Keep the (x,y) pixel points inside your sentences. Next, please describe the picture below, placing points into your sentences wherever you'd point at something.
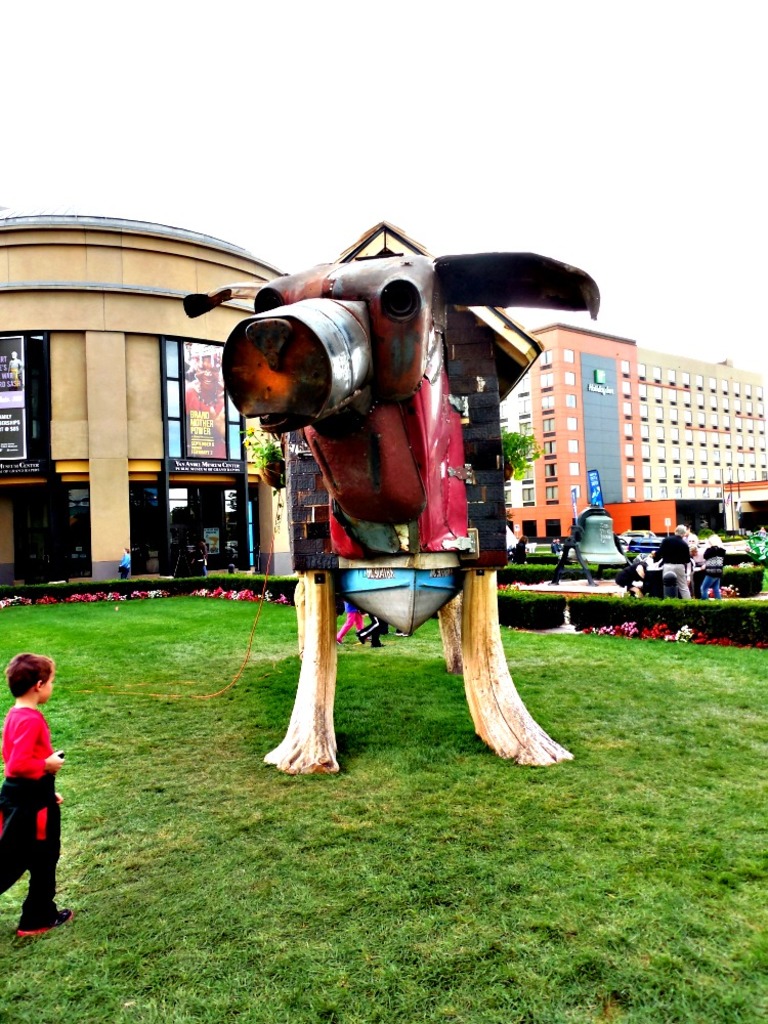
In this image I can see the object (410,489) in red, blue and cream color and I can also see the person (49,902) walking. In the background (68,338) I can see few buildings (707,522) and few boards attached to the buildings (77,333) and I can also see few people (683,586) and the sky (481,143) is in white color.
